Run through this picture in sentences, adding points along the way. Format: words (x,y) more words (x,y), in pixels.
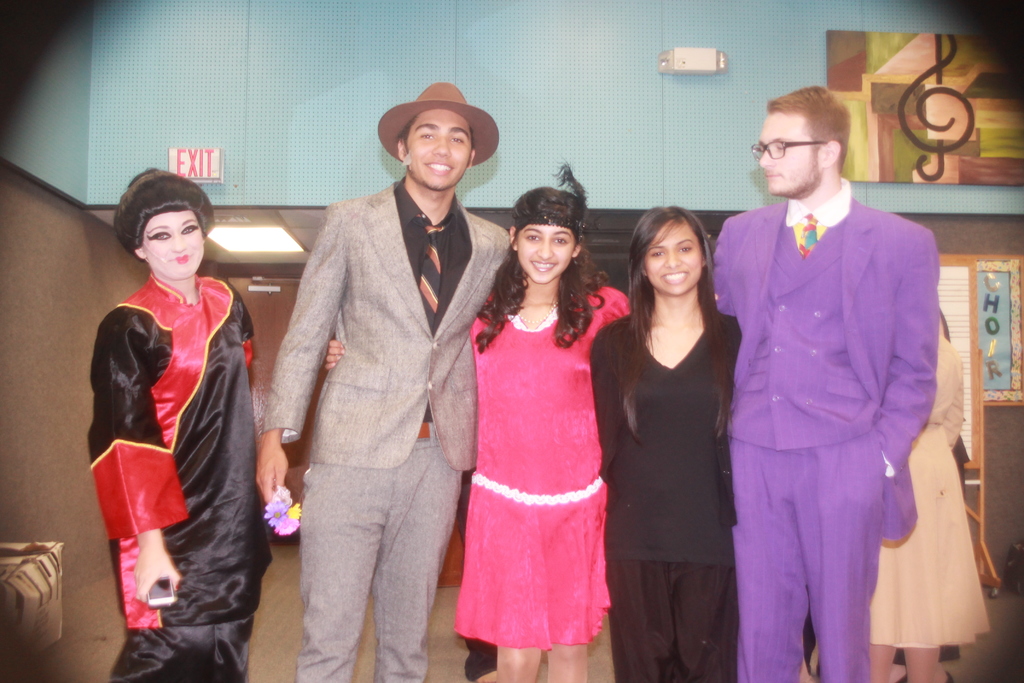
In this picture I can see few people (413,428) standing and I can see a man (407,160) wore cap (430,95) on his head (425,125) and I can see few people (952,383) standing on the back (1005,302) and a board (998,351) with some text (990,348) and I can see painting (867,90) on the wall (865,8) and I can see a sign board (201,172) with text (193,168) on the wall (201,130).
